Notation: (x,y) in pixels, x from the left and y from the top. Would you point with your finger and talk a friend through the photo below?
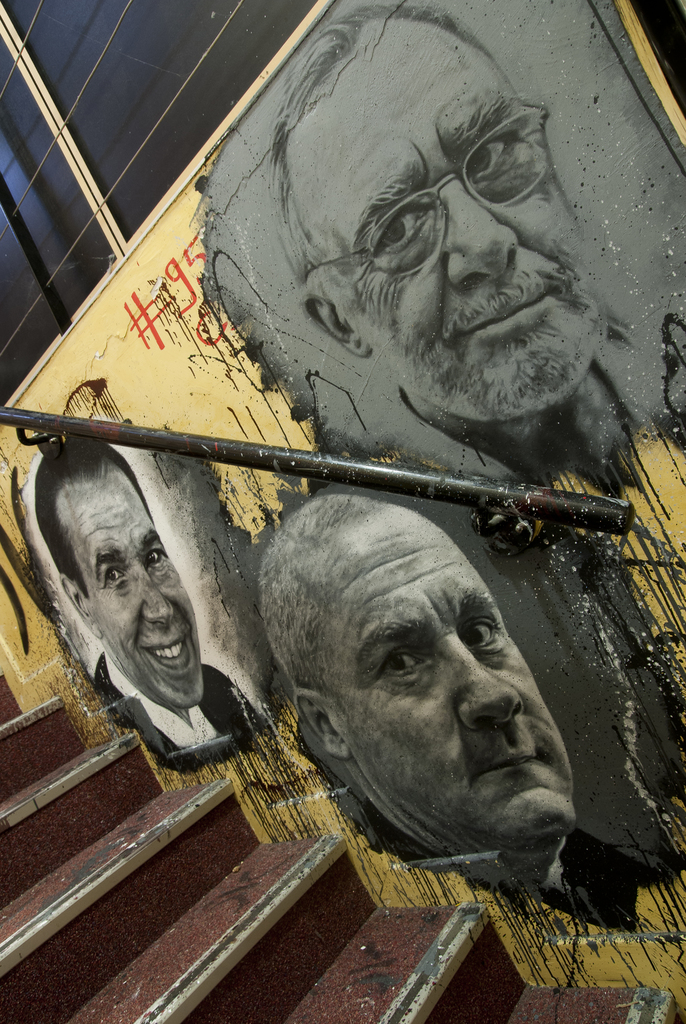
In this picture there is a painting (374,632) of the people (440,623) on the wall (667,591) and there is a hand rail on the wall (658,610) and there is a staircase (236,921). At the top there is a window (8,238).
